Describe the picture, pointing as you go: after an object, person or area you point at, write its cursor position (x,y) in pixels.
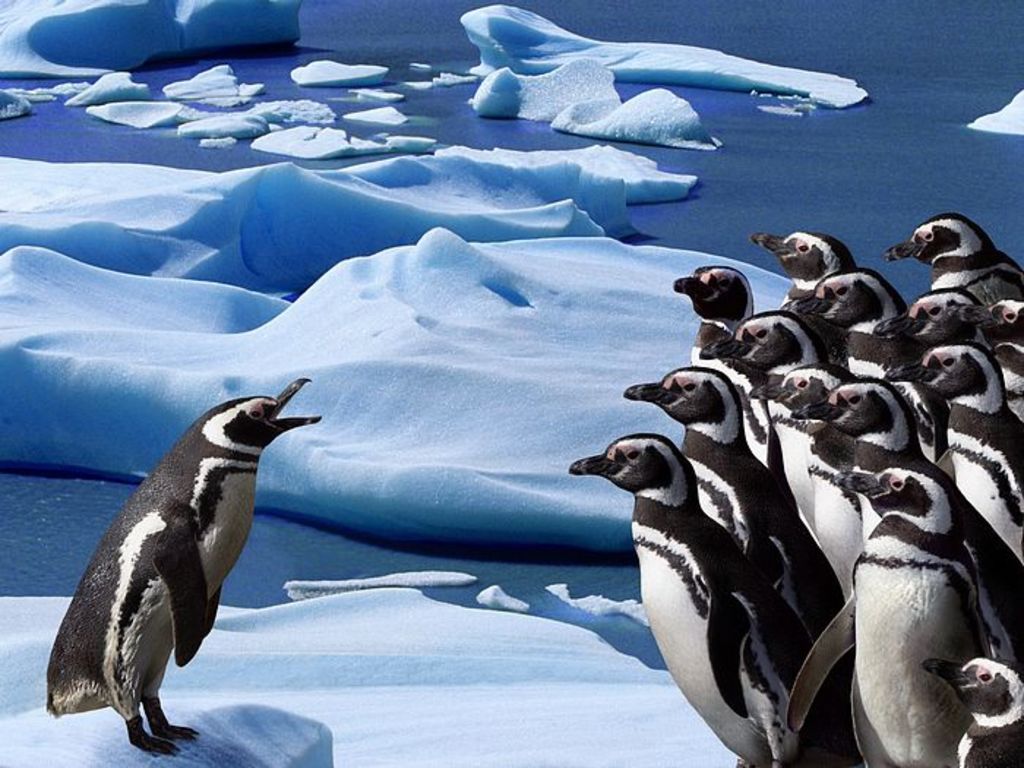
On the right side of the image (796,475) we can see penguins (684,576). In the background of the image (473,408) we can see snow (530,349) and water (695,170).
